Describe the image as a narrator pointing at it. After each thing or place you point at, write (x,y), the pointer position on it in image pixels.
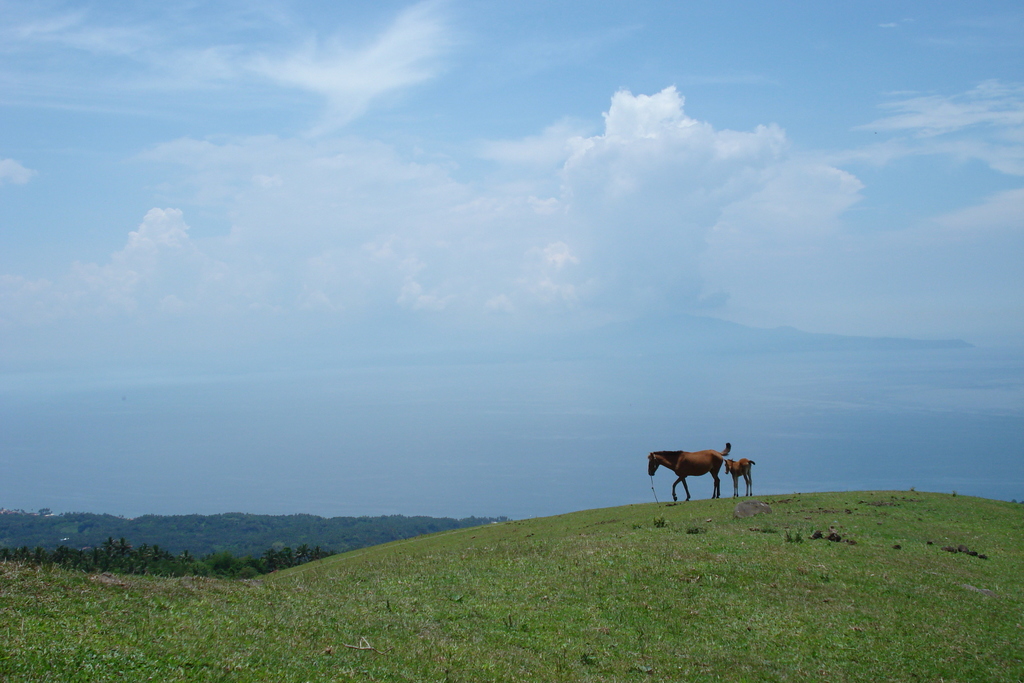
In this picture we can see animals (692,470) on the ground (727,518). Here we can see grass (465,609) and trees (62,557). In the background (242,149) there is sky (676,273) with clouds (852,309).
